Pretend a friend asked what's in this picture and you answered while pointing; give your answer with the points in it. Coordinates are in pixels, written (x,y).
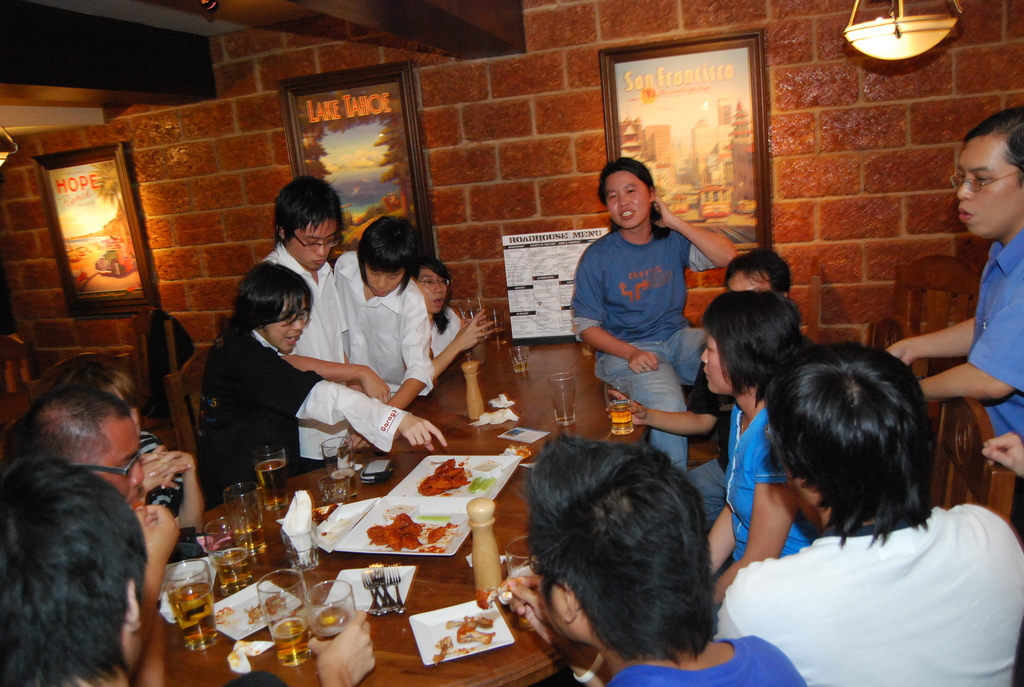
In this picture many people (833,415) are sitting. In front of them there is a table (530,402). On the table (517,408) there are plates (385,549), food items (388,537), glasses (297,624), tissues (303,521). And in the background (478,144) there is a wall (500,124). On the wall (462,130) there are some photo frames (295,161). On the table (305,488) we can also see the forks (396,584).
